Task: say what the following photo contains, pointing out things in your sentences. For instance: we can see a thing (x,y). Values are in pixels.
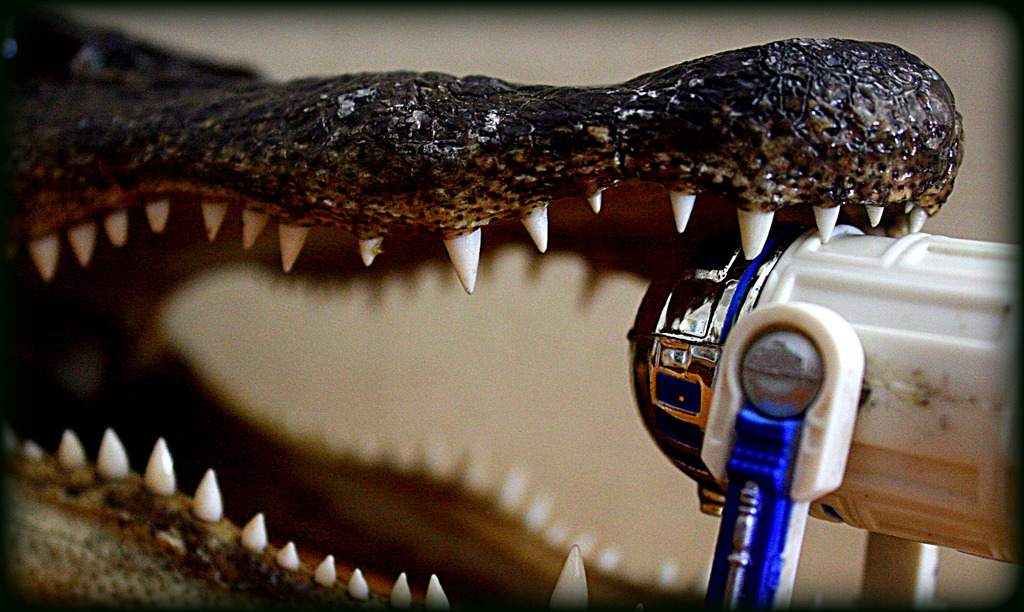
In this image there is a sculpture of a crocodile (369,568), on the right side (715,269) there is an object (959,262).
